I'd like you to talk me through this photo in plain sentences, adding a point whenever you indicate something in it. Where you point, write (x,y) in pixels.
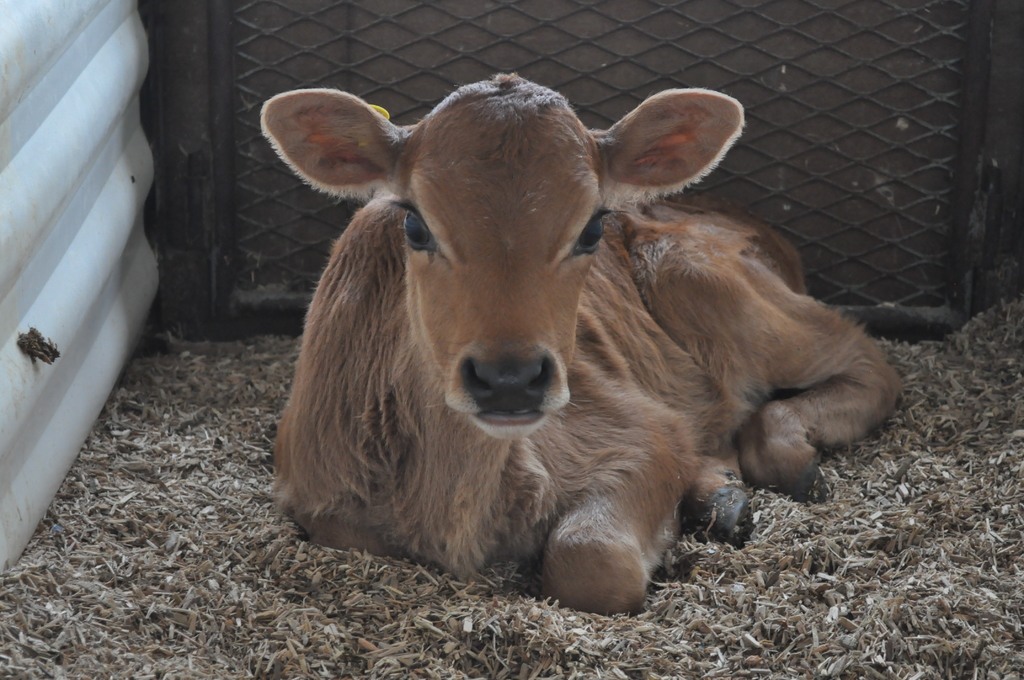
In the picture I can see an animal (534,365) is sitting on the ground (222,449). In the background (289,221) I can see fence (574,99) and some other objects (11,413).
